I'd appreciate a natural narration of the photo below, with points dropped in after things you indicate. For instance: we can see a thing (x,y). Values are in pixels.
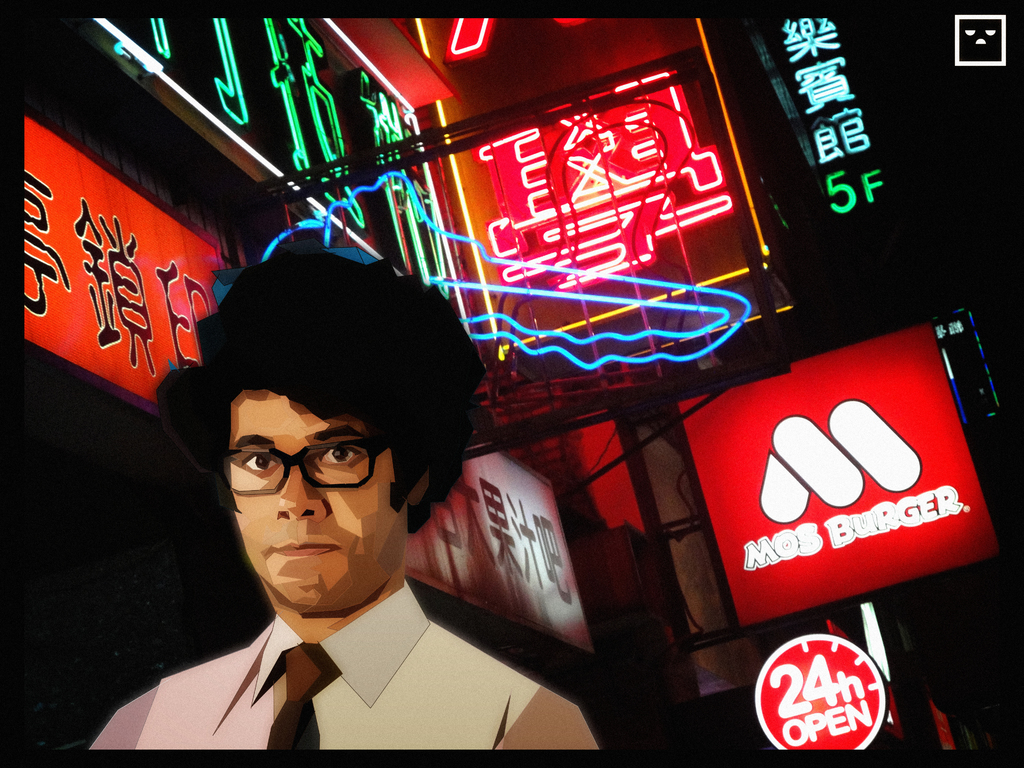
This is an animated image. On the left side (279,425), there is a person (342,347) in a white color shirt (422,679), wearing a spectacle (326,471) and watching something. In the background (172,242), there are hoardings (488,479) attached to the walls (544,394) of the buildings (618,38). And the background (871,269) is dark in color.
